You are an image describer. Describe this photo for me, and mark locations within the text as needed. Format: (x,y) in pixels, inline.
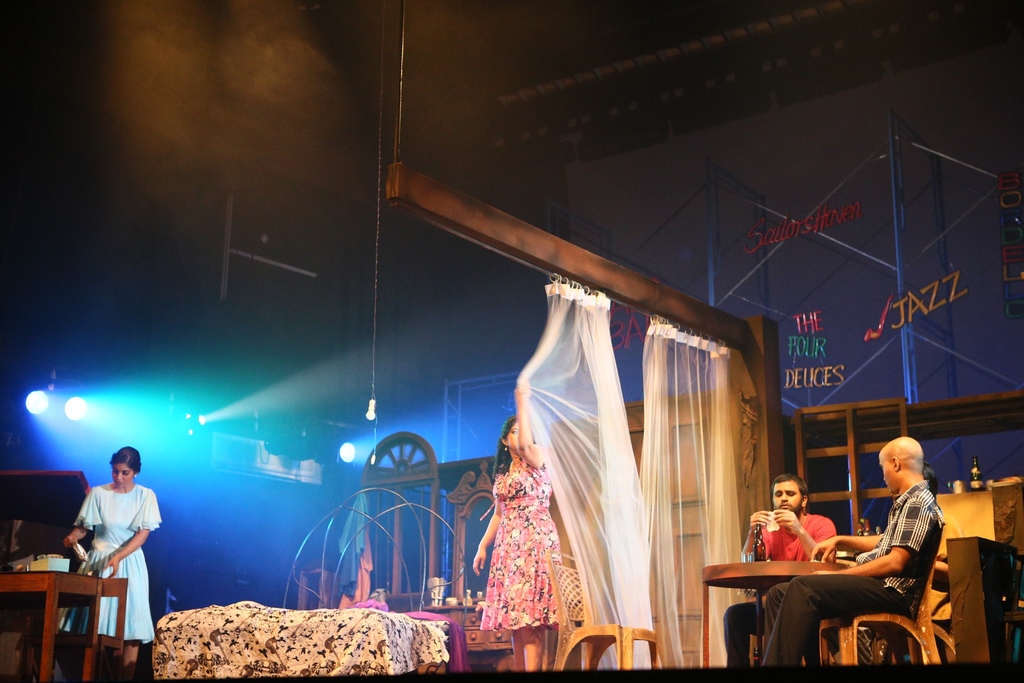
In this image there is one women (126,561) standing on the left side of this image (133,561) is wearing white color dress (132,572) and there is one women (525,542) standing in the middle of this image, and there are two persons (778,552) sitting on the chairs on the right side of this image (783,600). There are white color curtains (670,480) in the middle of this image (611,435). There is a table (70,588) on the left side of this image (105,586) and right side of this image (819,572) as well. There is a wall (488,348) in the background (857,329). There are some lights (39,407) on the left side of this image (128,406) and middle of this image (376,416) as well. There are some wooden objects (374,465) as we can see in the middle of this image (627,413).
